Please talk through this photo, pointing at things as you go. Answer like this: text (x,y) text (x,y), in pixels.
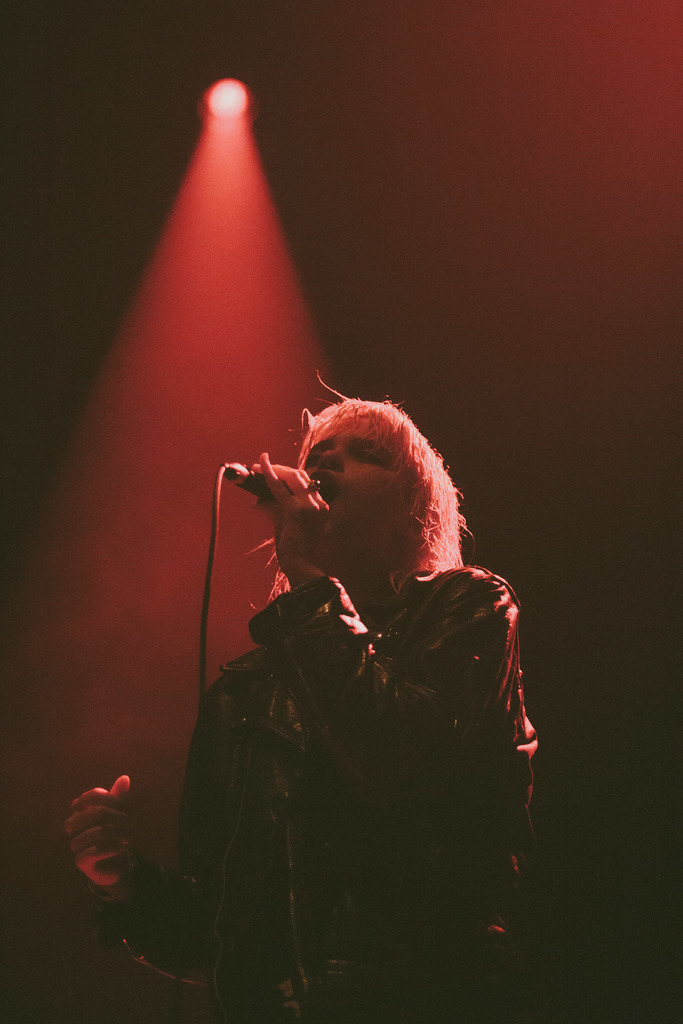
In this image there is a man (366,690), he is holding a mic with his hands (281,486), in the top (224,106) there is a red light (209,341).
